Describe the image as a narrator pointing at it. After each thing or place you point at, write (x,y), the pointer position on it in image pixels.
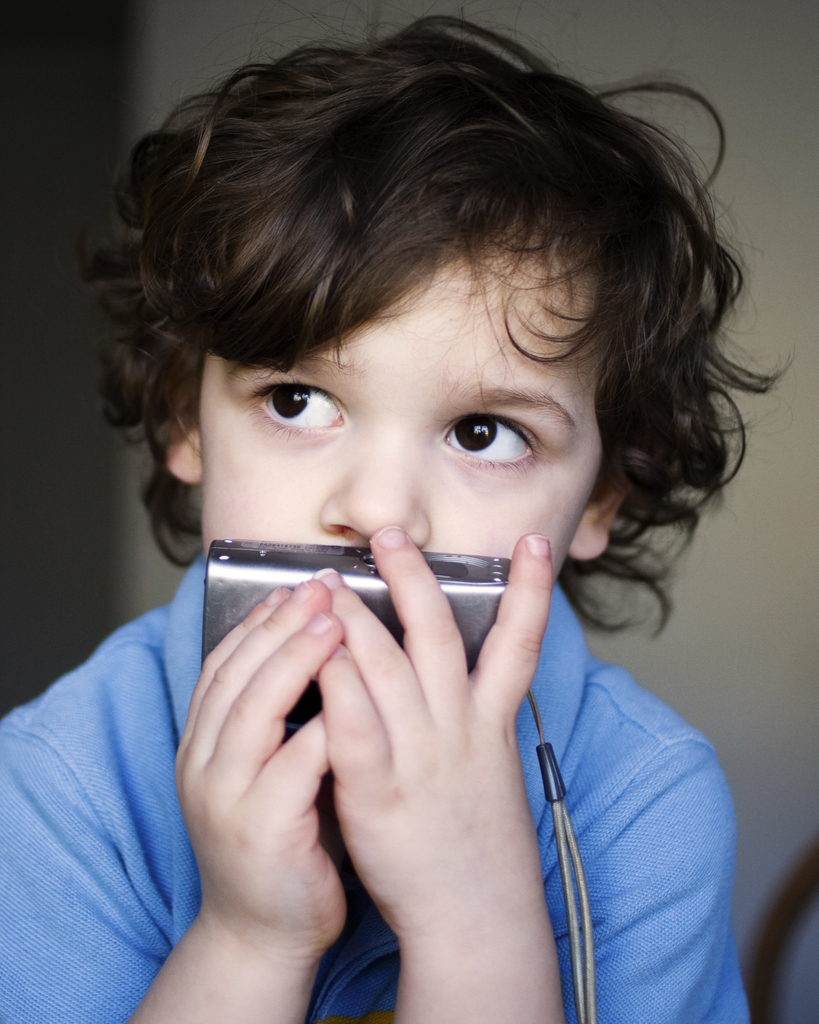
In this image we can see a boy (525,631) holding a camera (223,589) in his hand (268,634).
